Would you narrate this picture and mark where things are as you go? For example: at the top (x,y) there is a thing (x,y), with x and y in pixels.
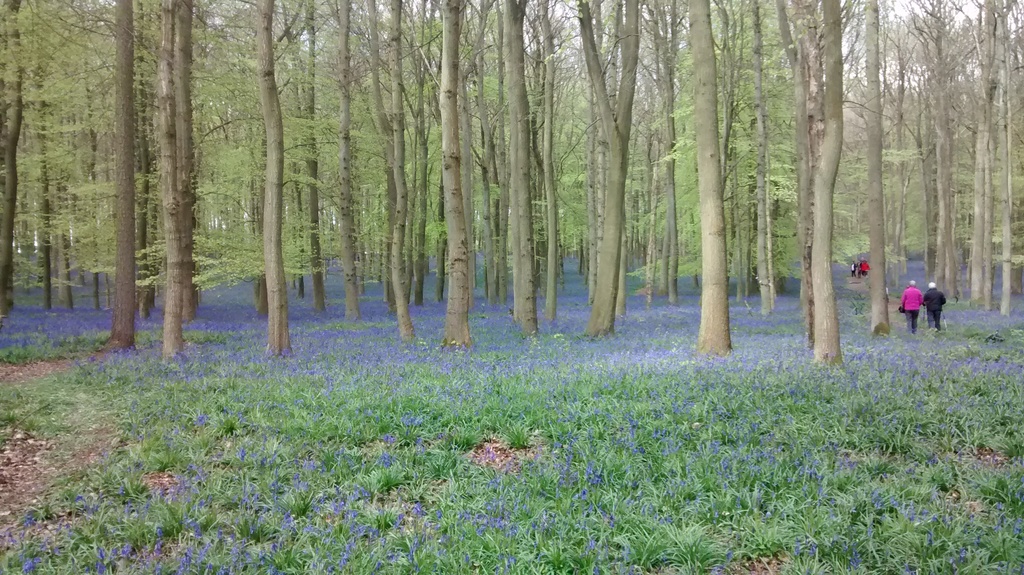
This is an outside view. At the bottom (598,446) there are many plants (440,541) along with the flowers (555,458). In the background (791,200) there are many trees (880,236). On the right side (916,287) few people (911,305) are walking towards the back side (914,322).
